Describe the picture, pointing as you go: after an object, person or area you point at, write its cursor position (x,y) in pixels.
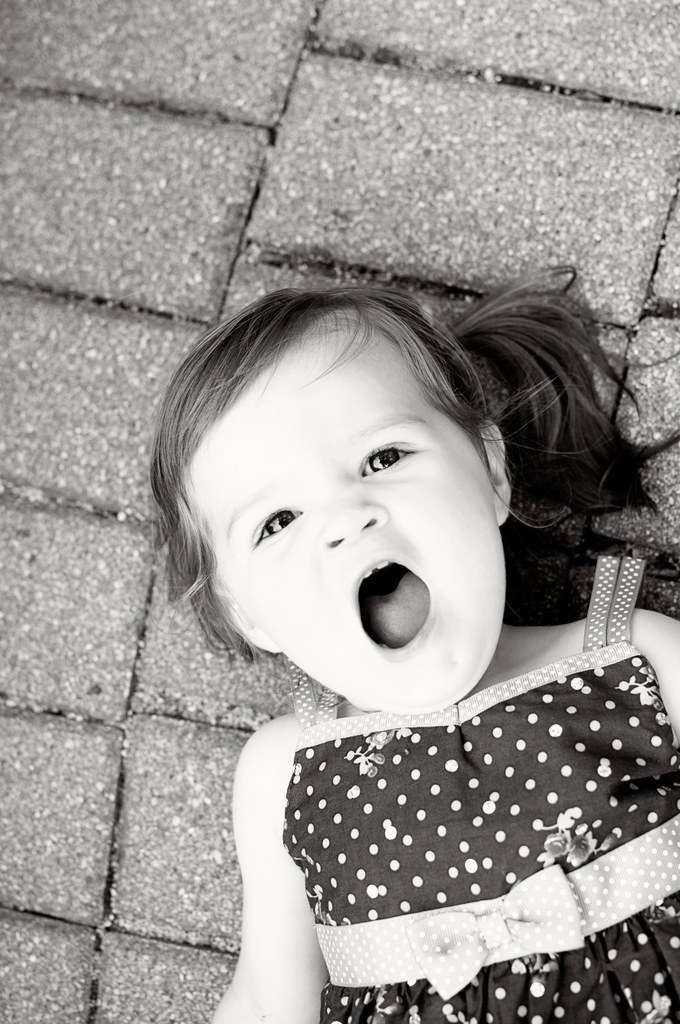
In this image, we can see a girl (469,730) is laying on the surface (182,642) and seeing. She opens her mouth (386,615).
